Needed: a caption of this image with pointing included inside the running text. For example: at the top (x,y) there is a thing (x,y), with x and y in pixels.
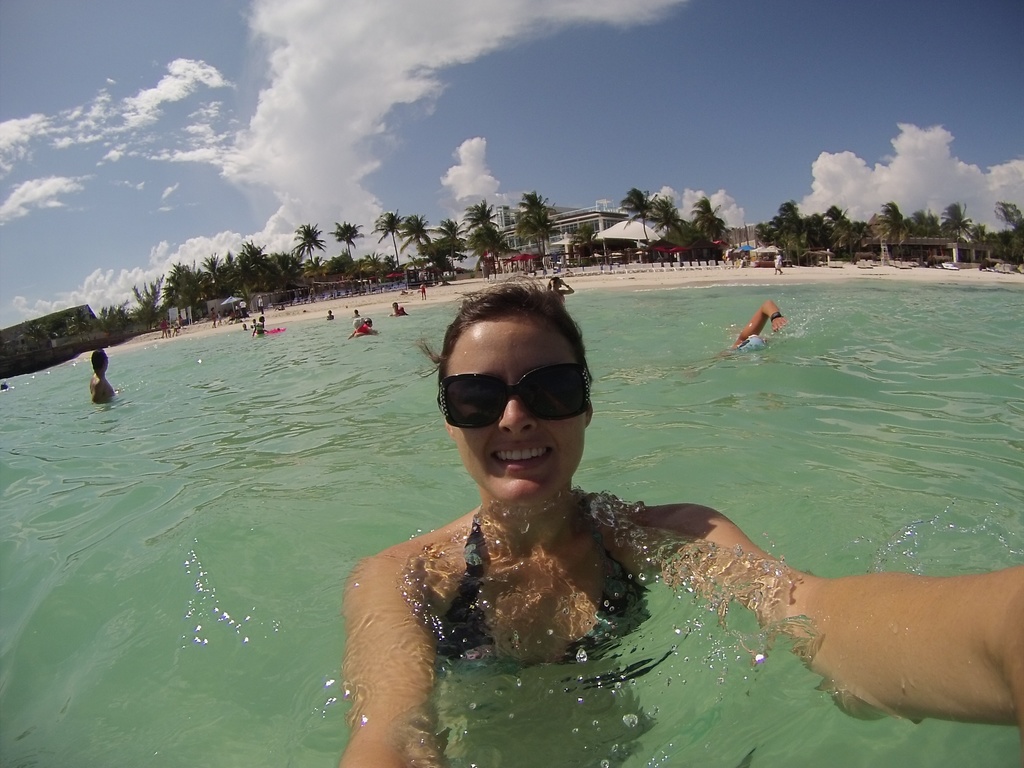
In this image, we can see people (577,596) in the water (678,621) and one of them is wearing glasses (444,392). In the background (572,261), there are trees (656,225) and we can see buildings (901,253) and there is a fence (661,261) and poles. At the top (371,117), there are clouds (395,87) in the sky (383,132).
